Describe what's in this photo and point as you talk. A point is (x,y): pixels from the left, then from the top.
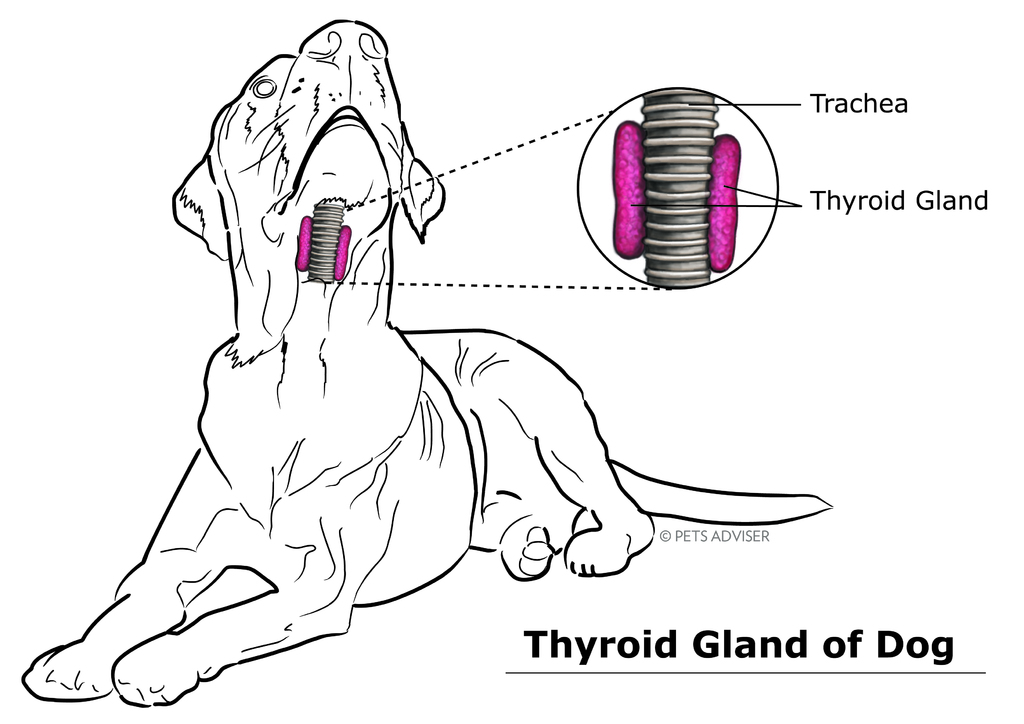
In this image I can see a drawing (201,410) of a dog (260,446). On the right side (713,99) I can see a text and a picture (675,254). At the bottom (841,661) I can see some text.
